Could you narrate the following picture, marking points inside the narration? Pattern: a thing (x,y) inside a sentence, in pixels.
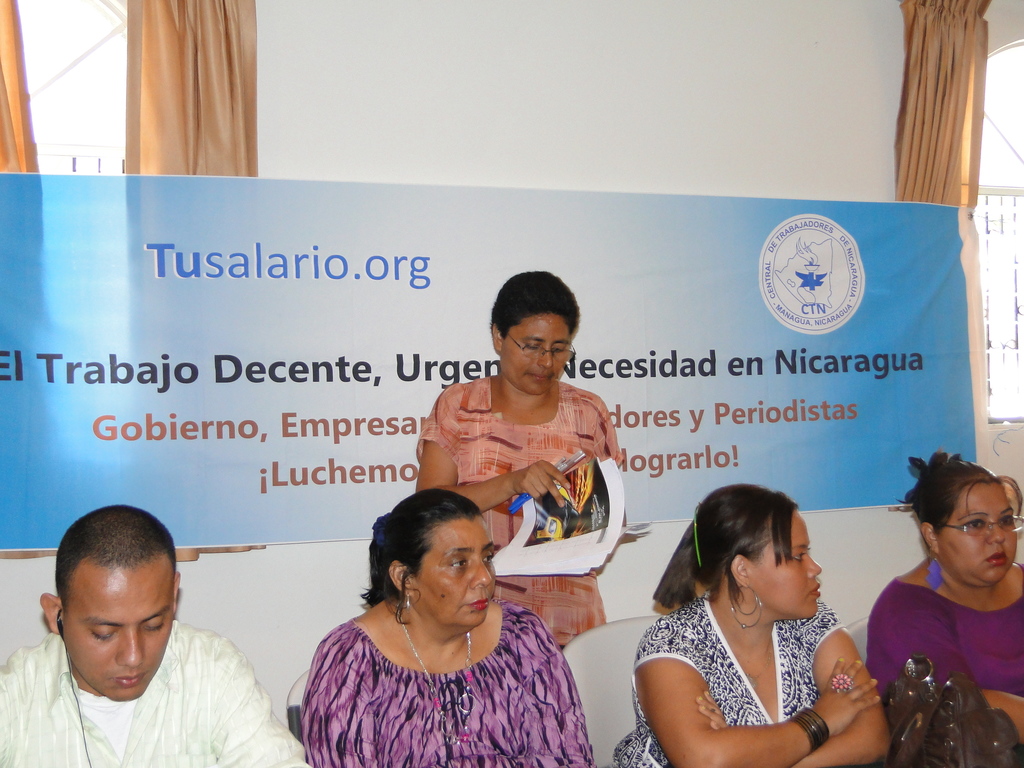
At the bottom of the image (453,734), we can see the bag (1005,726) and four persons (473,733) are sitting. In the background (293,565), there are chairs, wall (247,622), windows (1004,142), curtains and banner (8,277). In the middle of the image (509,416), we can see a person (567,620) standing in-front of a banner (387,309) and holding few objects (576,513).
